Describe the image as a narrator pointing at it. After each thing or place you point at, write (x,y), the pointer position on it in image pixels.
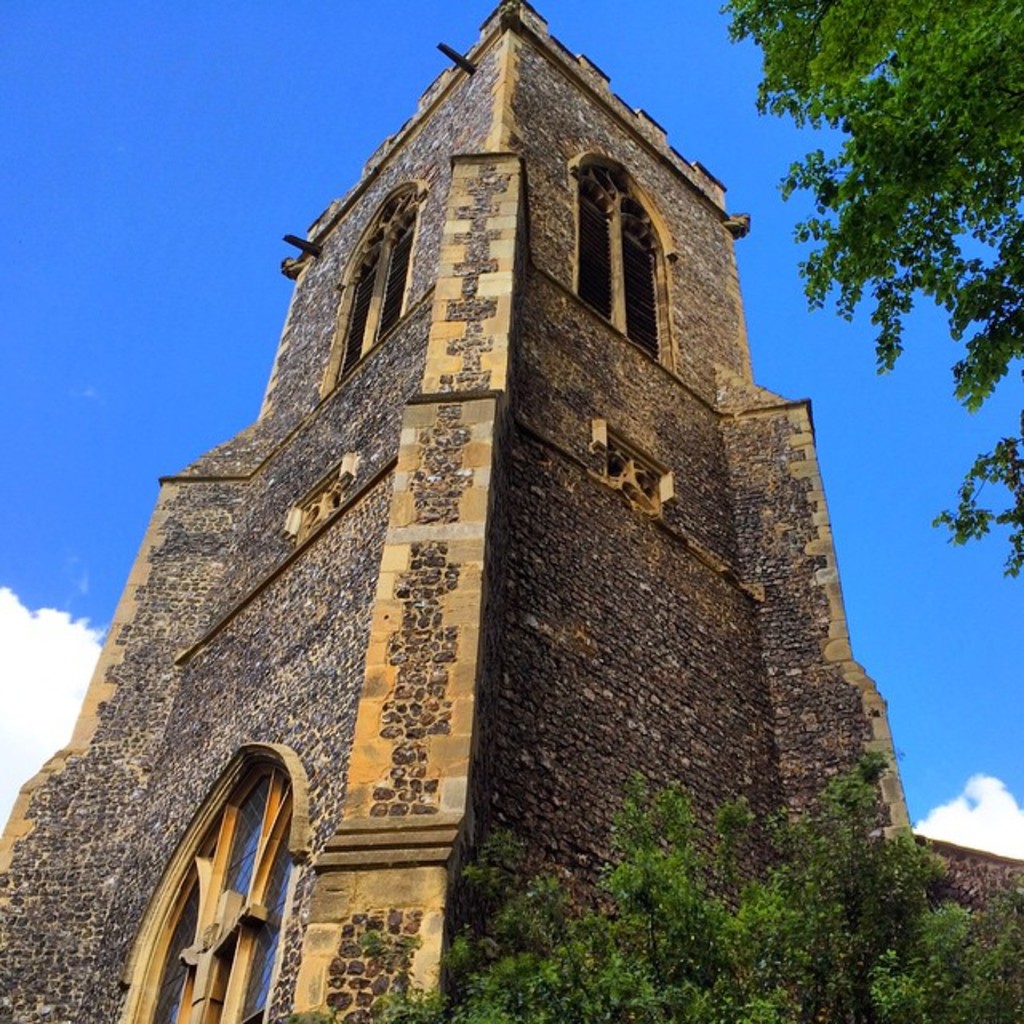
We can see wall (513,708) and windows (204,859) and we can see tree (843,215) and plants (657,873). In the background (327,165) we can see sky (268,250) with clouds (4,648).
